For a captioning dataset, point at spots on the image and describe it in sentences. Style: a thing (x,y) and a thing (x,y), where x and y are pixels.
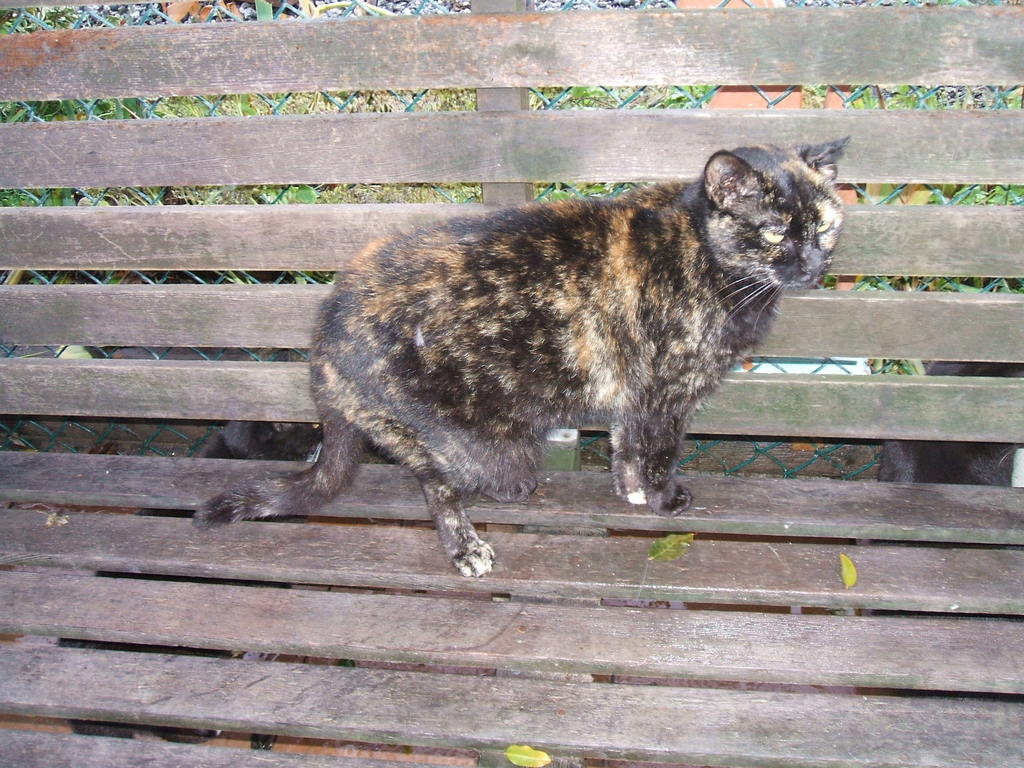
In this image in front (478,557) there is a cat (462,549) on the bench (561,518). Behind the bench (925,431) there are two more cats (265,438) on the floor (286,656).
